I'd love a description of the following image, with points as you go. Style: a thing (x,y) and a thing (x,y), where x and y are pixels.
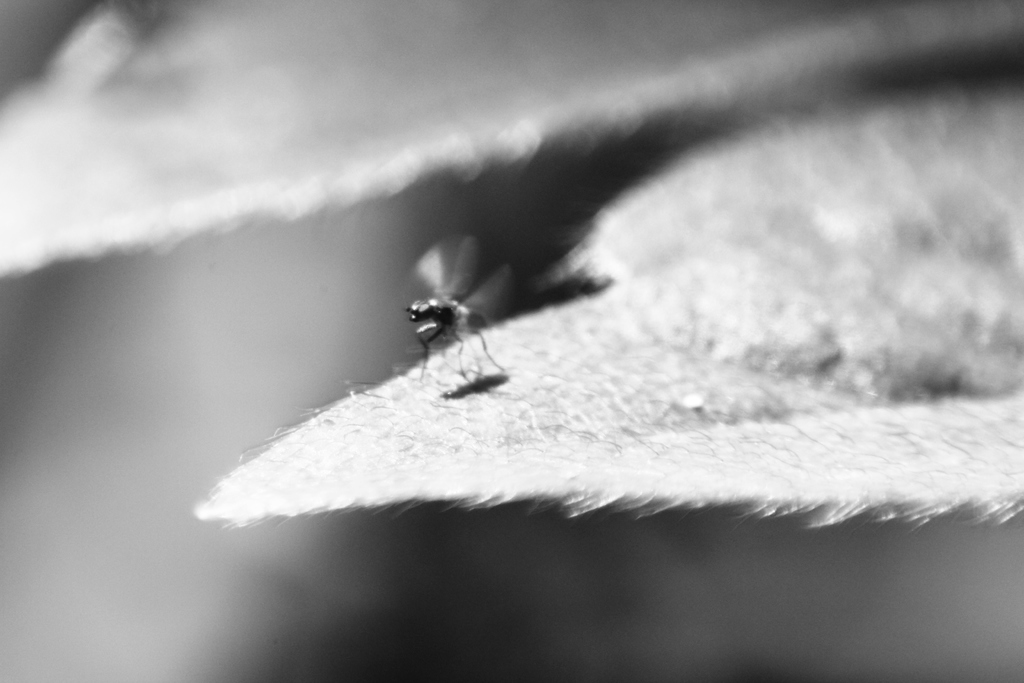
In the foreground of this black and white image, there is a fly (459,318) on the leaf (530,435) and the background (495,641) image is blur.
